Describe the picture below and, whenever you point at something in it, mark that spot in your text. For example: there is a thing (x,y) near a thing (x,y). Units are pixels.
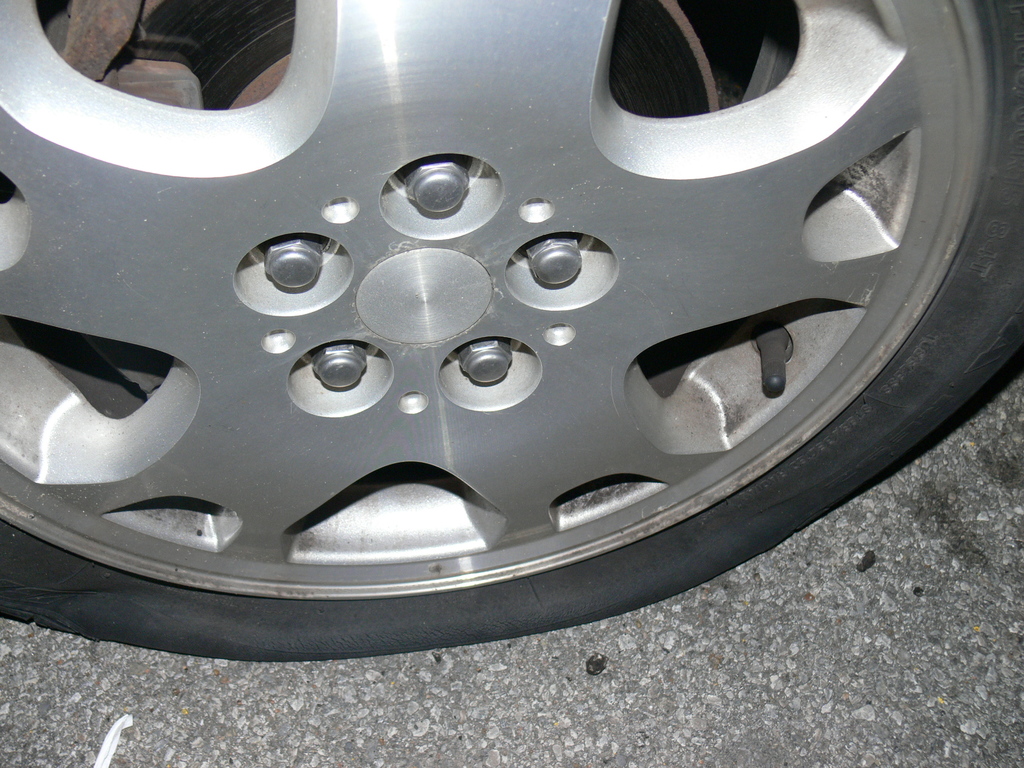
In this image there is a road (497,726), on that there is a wheel (738,237).
